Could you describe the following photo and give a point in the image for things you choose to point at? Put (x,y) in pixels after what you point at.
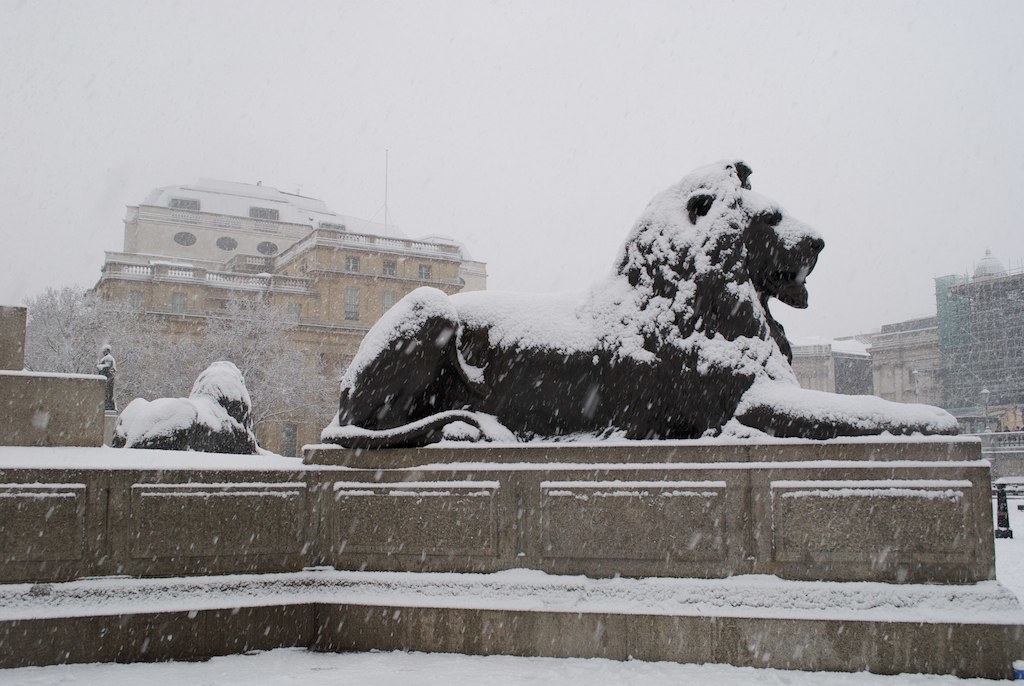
In this image we can see the statues (453,419) on the stands (397,512) with some snow (724,581) on them. We can also see the poles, trees (307,356), some buildings (325,342) and the sky (614,219) which looks cloudy.
